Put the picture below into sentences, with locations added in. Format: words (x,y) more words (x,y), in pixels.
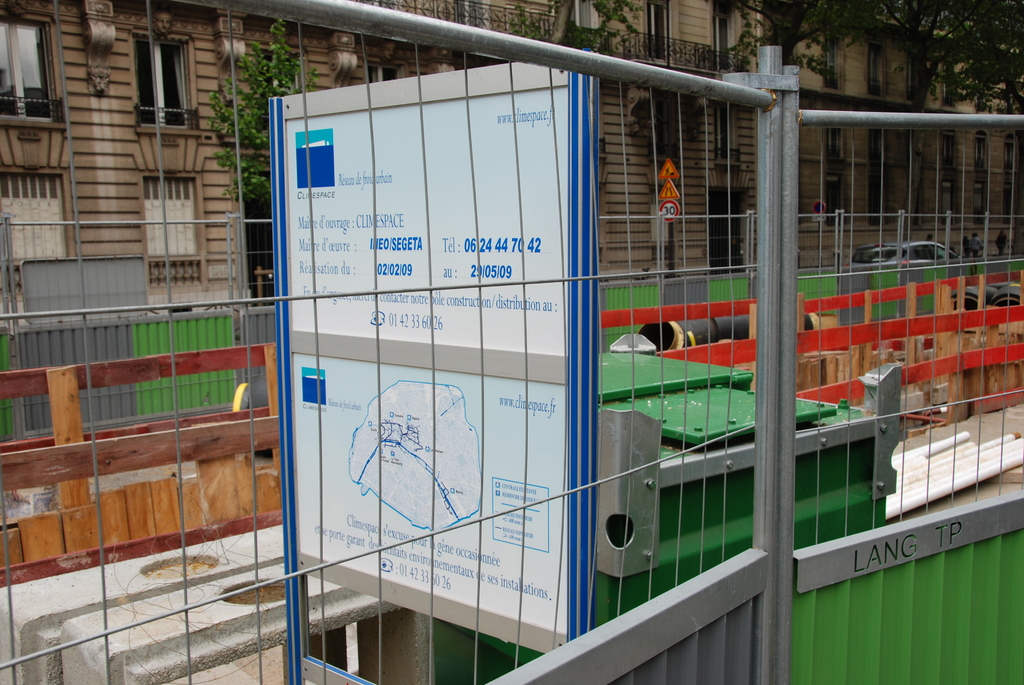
In this image we can see buildings (701,107), windows (827,80), trees (838,40), sign boards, motor vehicles (869,262), iron grill (594,484), information boards (406,522) and a bin (608,474).
